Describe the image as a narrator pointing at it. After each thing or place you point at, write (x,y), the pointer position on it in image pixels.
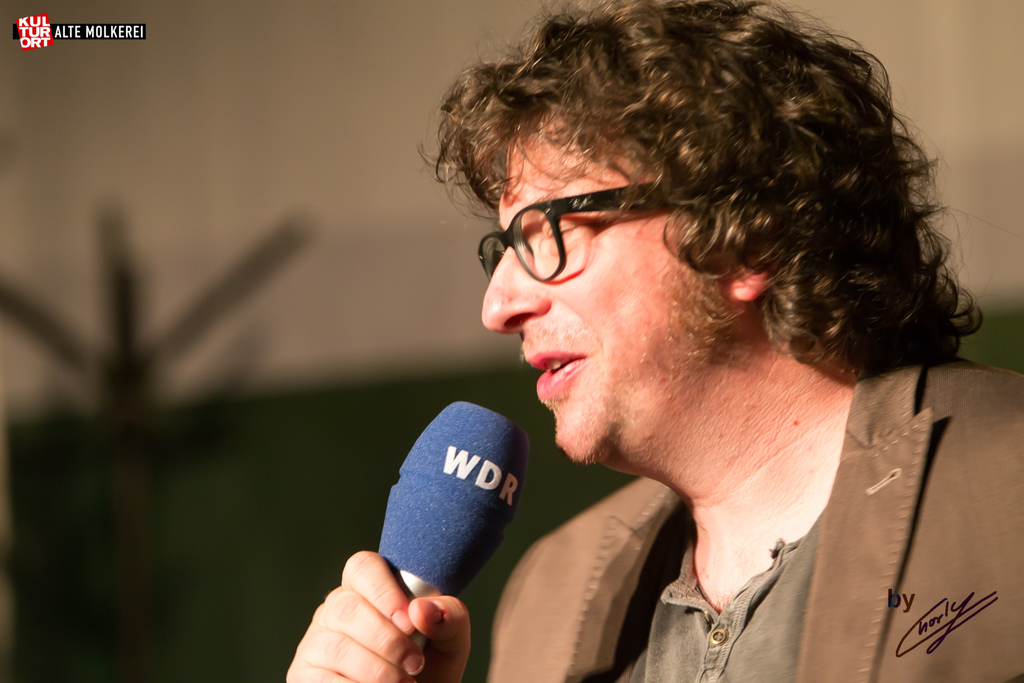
In this image I can see a man (783,151) in front (561,584) who is holding a mic (455,492) and on the mic (497,457) I can see 3 alphabets (481,467) written. In the background (261,336) I see that it is blurred and I can see the watermarks (68,36) on the top left corner (84,24) and bottom right corner of this picture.
